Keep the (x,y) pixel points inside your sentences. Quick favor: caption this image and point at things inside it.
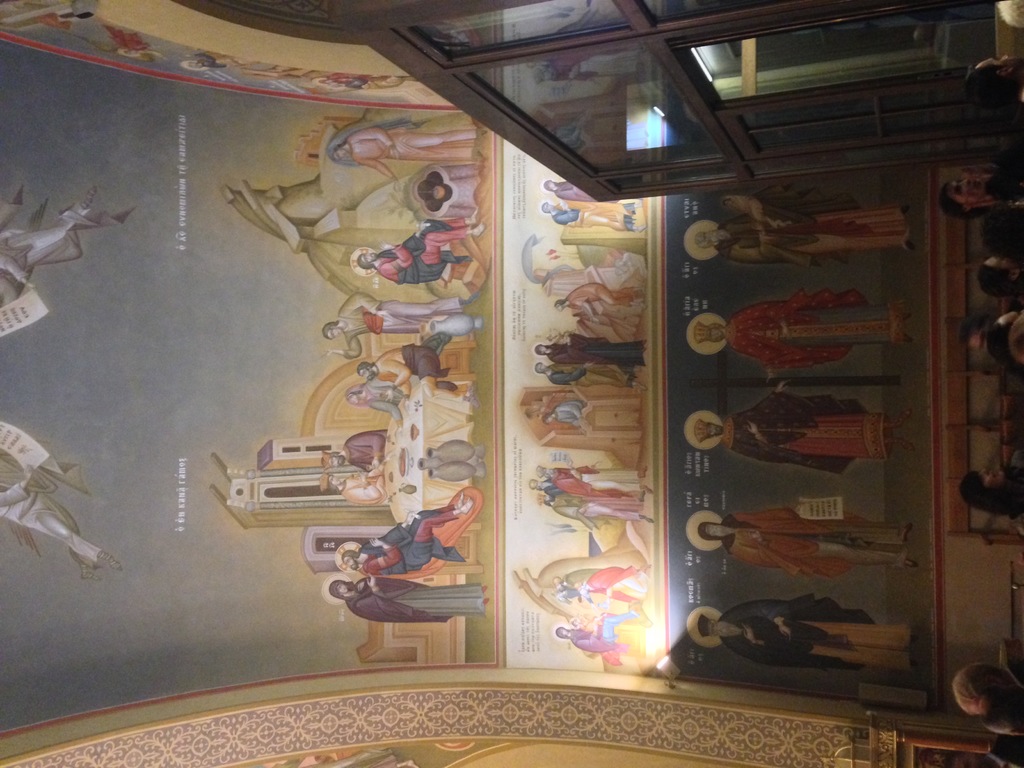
In this image there is a painting (443,265) on the wall (492,152), in front of the wall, there are a few people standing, beside them there is a wooden structure (634,133) with glass (799,49).
